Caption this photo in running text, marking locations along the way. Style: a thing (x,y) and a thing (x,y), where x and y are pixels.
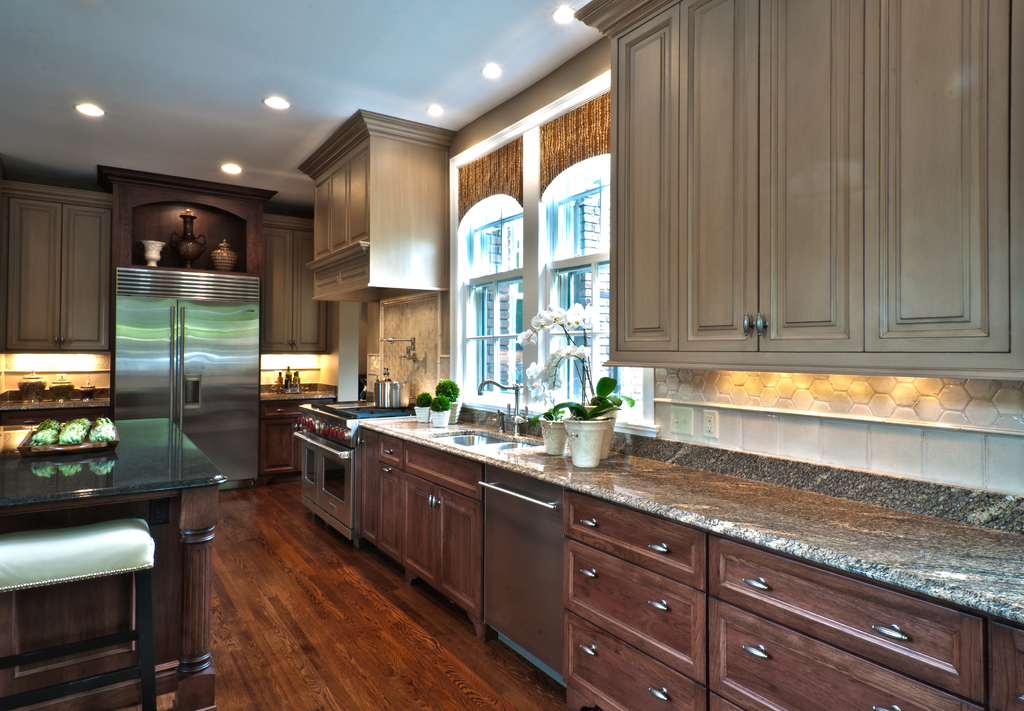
In this picture I can see the inside view of a room (458,250) and on the right side of this picture (741,471) I can see the counter top (739,487) on which there are plants (565,369) in the pots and I can see a sink (484,441). I can also see the drawers (437,461) and the cabinets (989,82) and I see the windows (484,291). In the background (219,221) I see few more cabinets (259,254), a refrigerator (228,318) on which there are 3 pots (149,258) and I see few more things (353,416). On the top of this picture (55,63) I can see the ceiling (286,79) on which there are lights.
